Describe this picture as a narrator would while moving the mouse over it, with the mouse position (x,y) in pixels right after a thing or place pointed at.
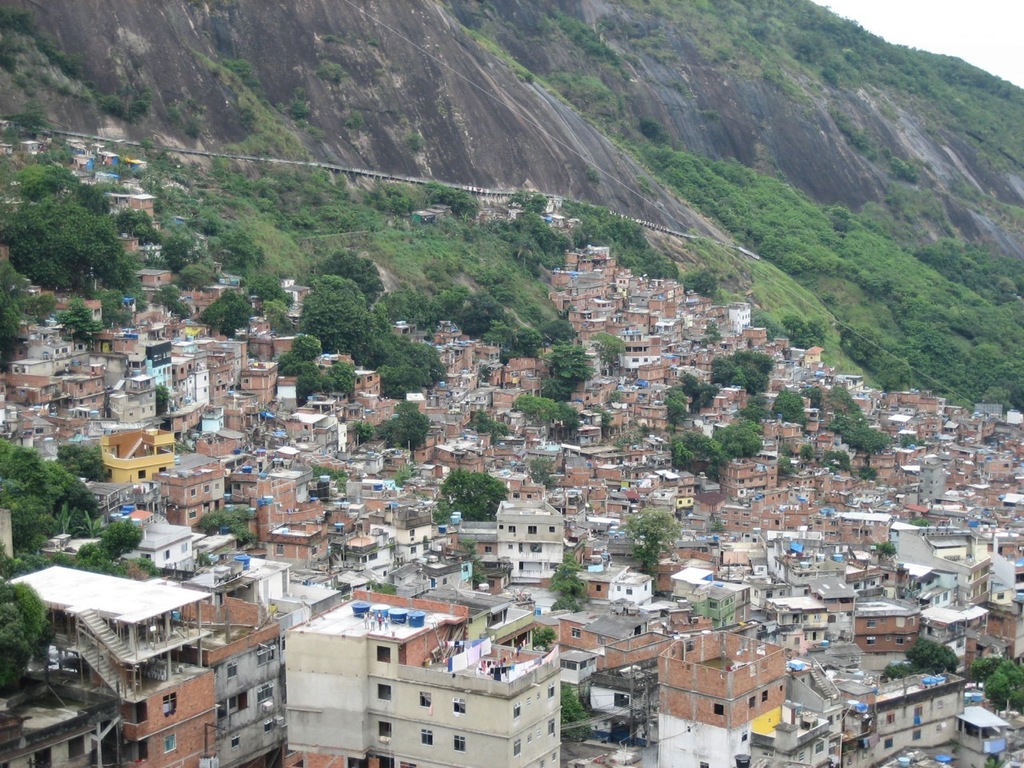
This is the picture of a city (310,677). There are buildings (547,528), trees (20,614) and poles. At the back (890,295) there is a mountain (584,99). At the top (890,33) there is sky (920,29).
